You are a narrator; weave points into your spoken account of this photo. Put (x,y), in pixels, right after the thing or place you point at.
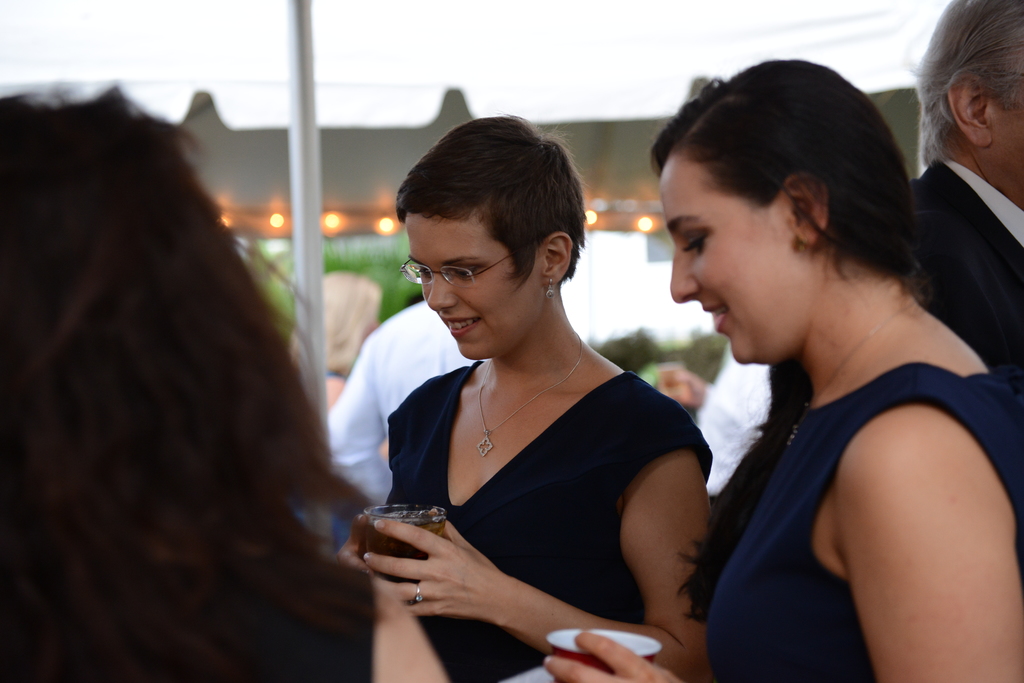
In this image we can see there are a few people (596,494) standing beneath the tent (229,25) and holding a glass of drink (402,516) in their hand (443,542).
